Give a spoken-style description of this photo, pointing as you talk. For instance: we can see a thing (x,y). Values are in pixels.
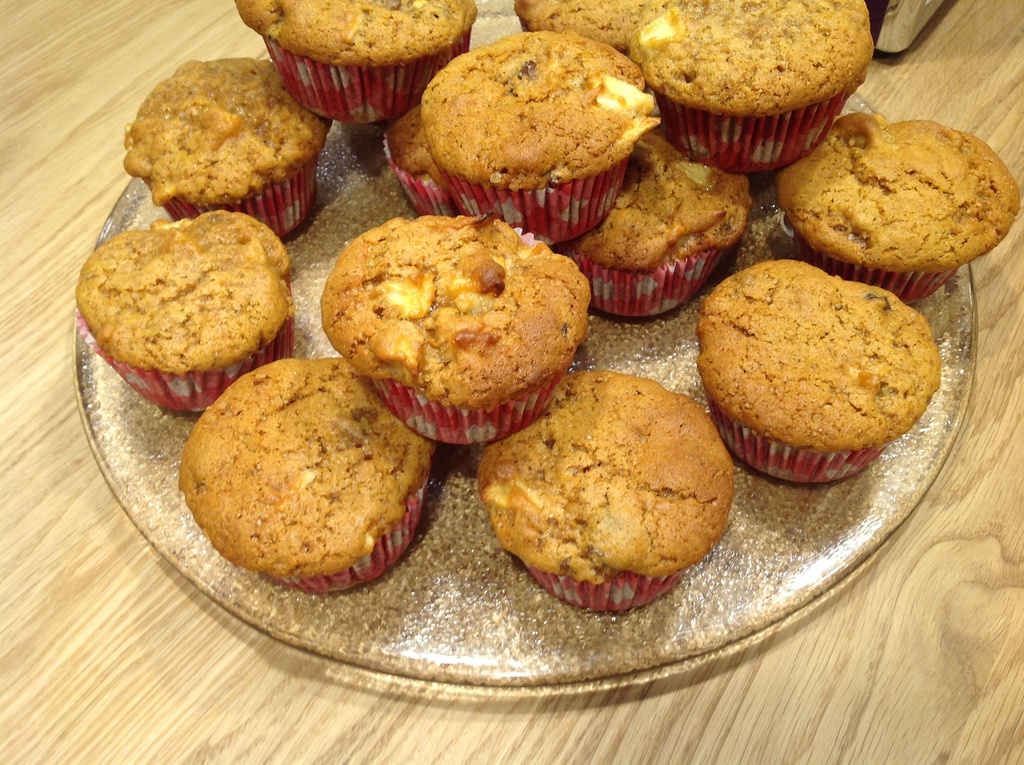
This image consists of cupcakes (452,156) kept on a plate (525,578). The plate (414,612) kept on a table (131,677) made up of wood (422,707).
